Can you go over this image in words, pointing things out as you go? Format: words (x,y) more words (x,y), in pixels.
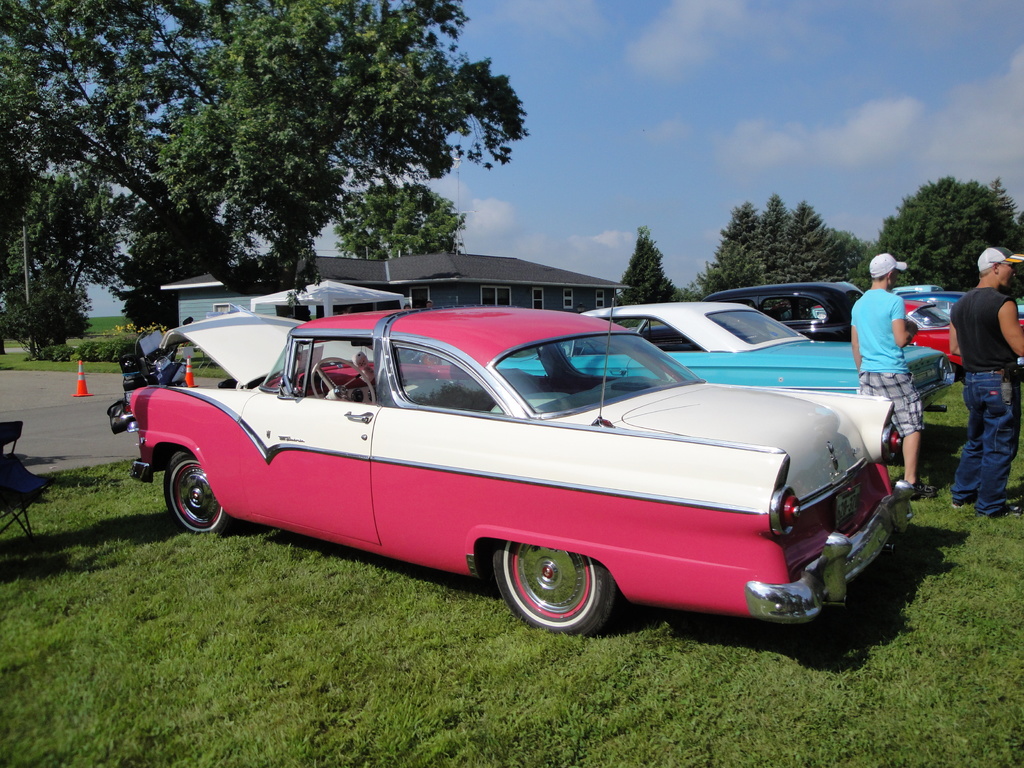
In this picture there are people (979,467) and we can see vehicles (441,456) on the grass (74,593), tent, traffic cone (84,379) on the road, house (381,285), trees (19,326) and plants (42,355). In the background of the image (755,96) we can see the sky (755,96) with clouds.
